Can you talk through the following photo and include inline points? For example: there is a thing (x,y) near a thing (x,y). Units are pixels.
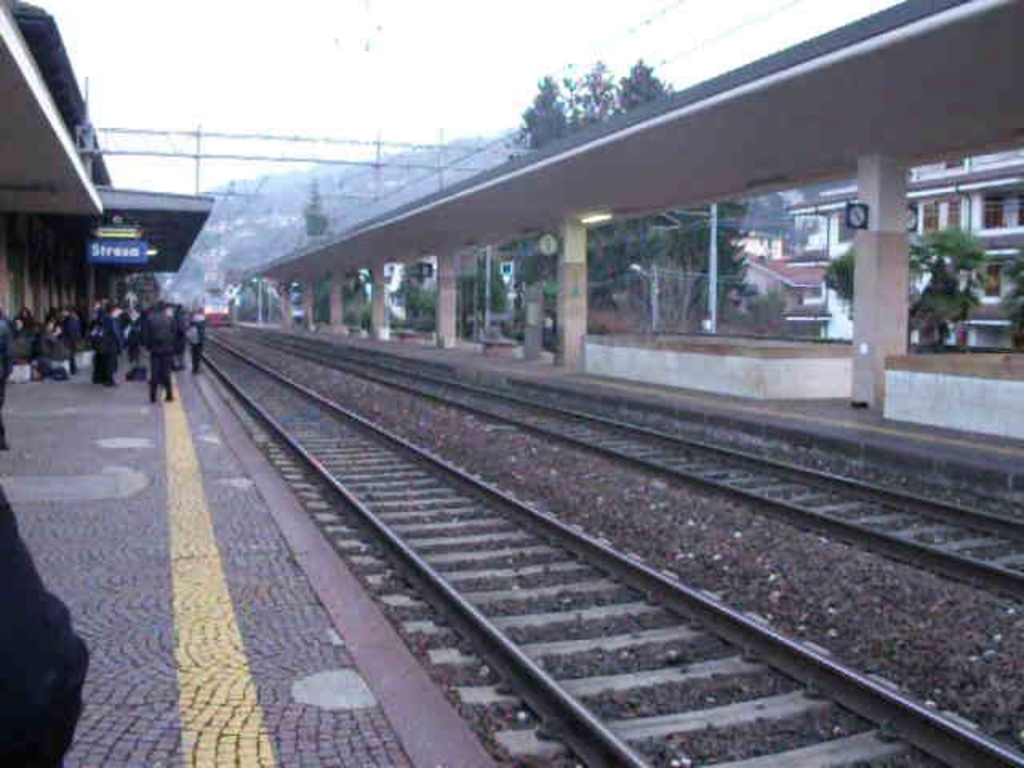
The picture consists of a railway station (291,491). In the foreground of the picture (584,494) there are railway tracks (531,625), stones (485,546) and platform (81,500). On the platform (83,372) there are people (120,320) standing. On the right (997,69) there are buildings (984,175), trees (918,264) and a canopy (747,142). In the center of the background (465,152) there are trees (684,261), clock (544,247), poles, cables (401,145) and hill (336,177).
